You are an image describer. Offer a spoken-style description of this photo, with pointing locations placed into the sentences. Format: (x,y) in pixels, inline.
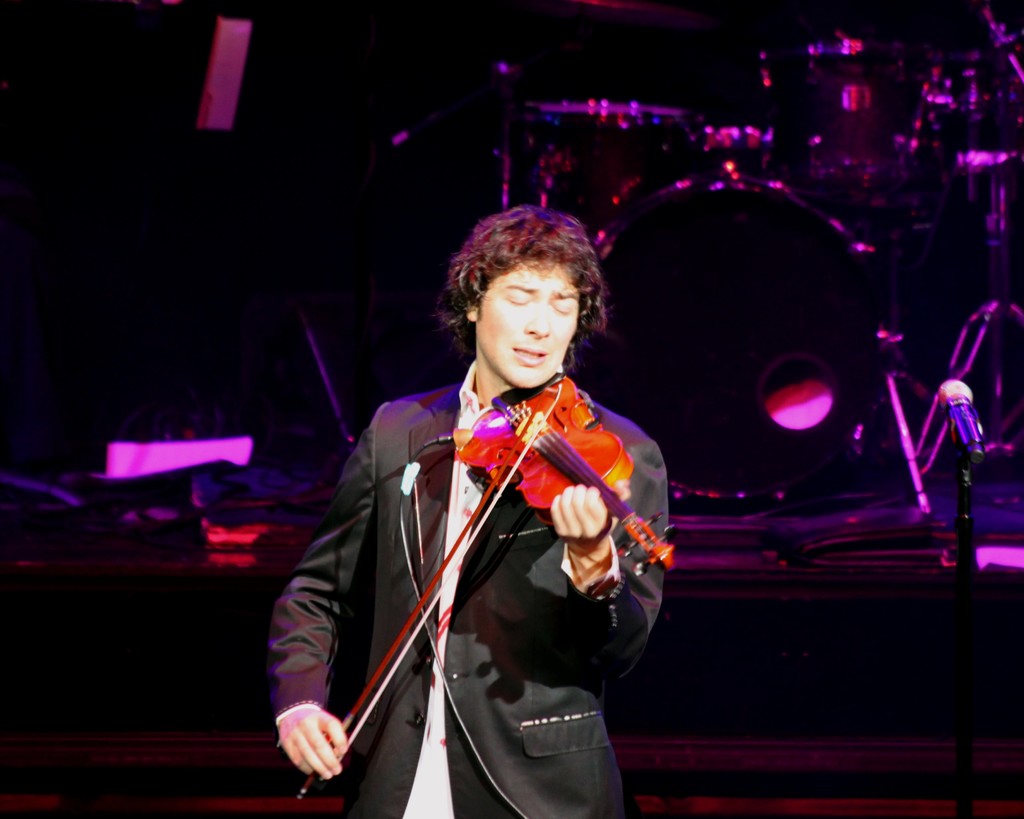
In this image, In the middle (580,508) there is a man (564,552) standing and holding a music instrument (579,452) in red color, he is playing it.
